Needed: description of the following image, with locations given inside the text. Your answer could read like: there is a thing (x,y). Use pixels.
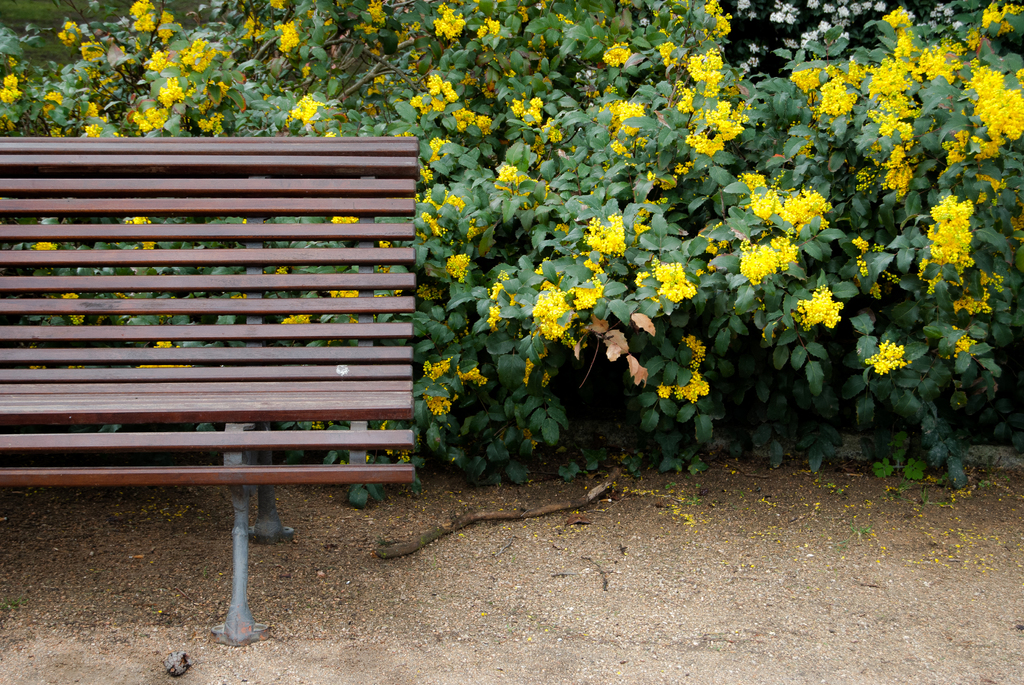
In this image we can see flowers (658,272), plants (644,260), and a bench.
